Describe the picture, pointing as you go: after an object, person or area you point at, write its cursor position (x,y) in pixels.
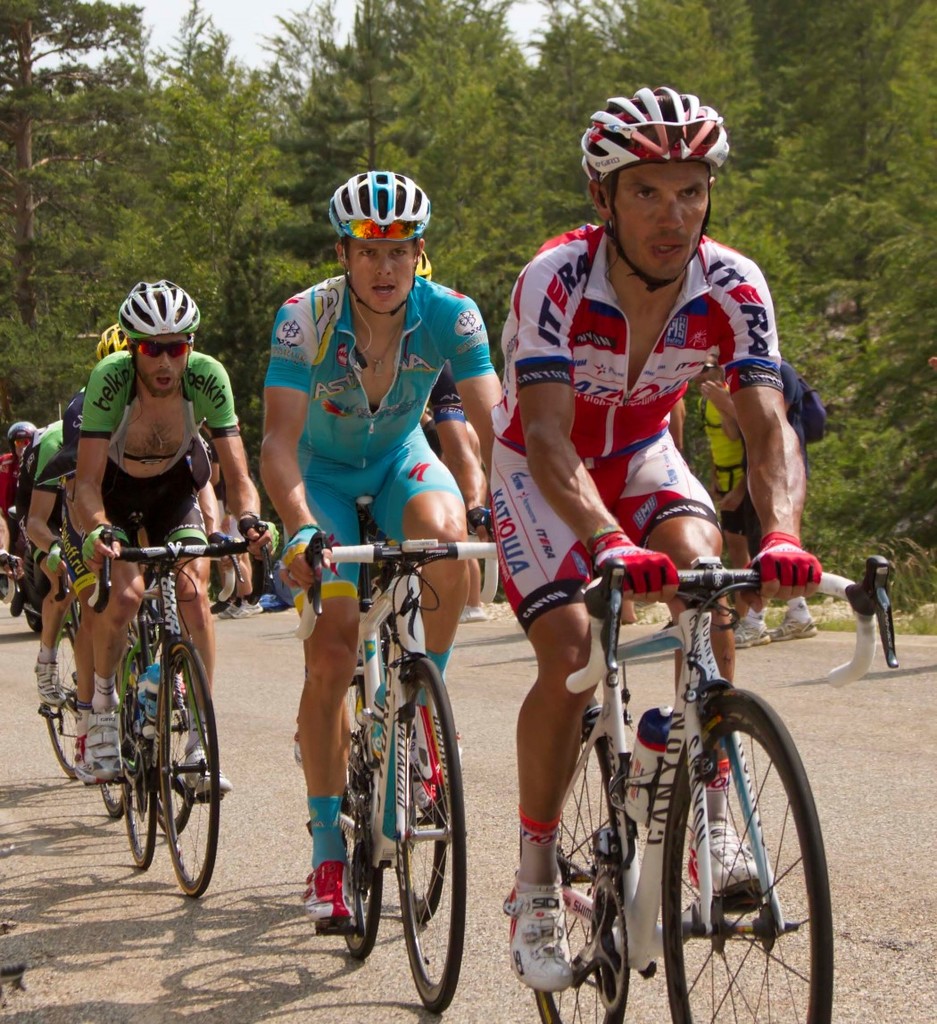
In this image there are persons (102,680) riding bicycles (671,943), there are persons (799,619) on the road (224,725), there are trees (575,176) truncated, there is the sky (238,35).
